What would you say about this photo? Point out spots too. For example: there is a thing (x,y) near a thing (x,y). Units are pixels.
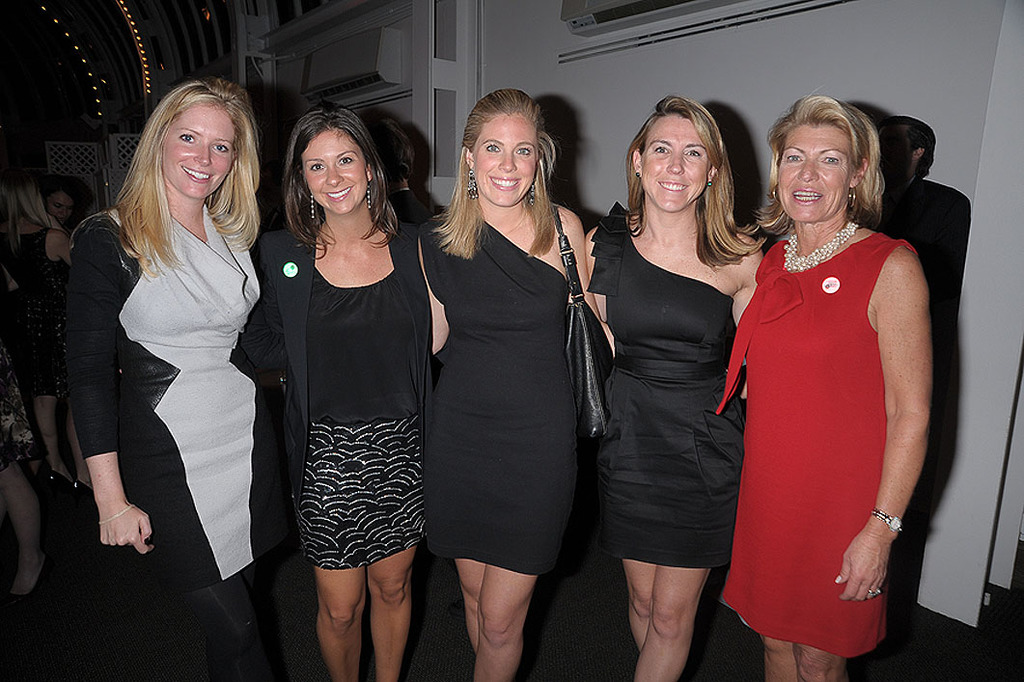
In this image I can see number of people (99,270) are standing. I can also see except one, rest all are wearing black colour dress (701,451). In the front (296,182) I can see smile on few faces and I can see the right one is wearing red colour dress (818,493). On the top left side of this image (124,10) I can see few lights (144,54).
